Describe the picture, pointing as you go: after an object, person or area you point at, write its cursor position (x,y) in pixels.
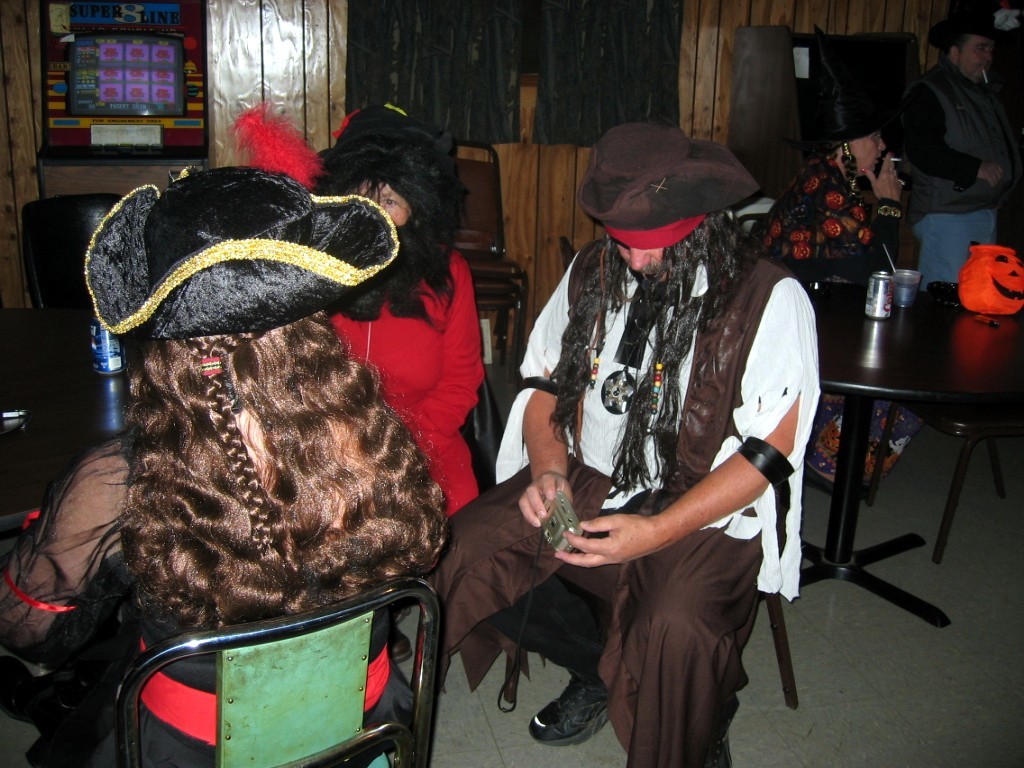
In the background (898,49) we can see the wooden wall (881,25) and objects (66,181). In this picture we can see the people (852,245) sitting on the chairs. We can see a man (672,464) is holding a camera (564,505). On the right side of the picture (864,272) we can see a person (850,162) is holding a cigarette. We can see a man (992,179) and we can see a cigarette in his mouth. In this picture we can see the tins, and few objects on the tables (57,372).
